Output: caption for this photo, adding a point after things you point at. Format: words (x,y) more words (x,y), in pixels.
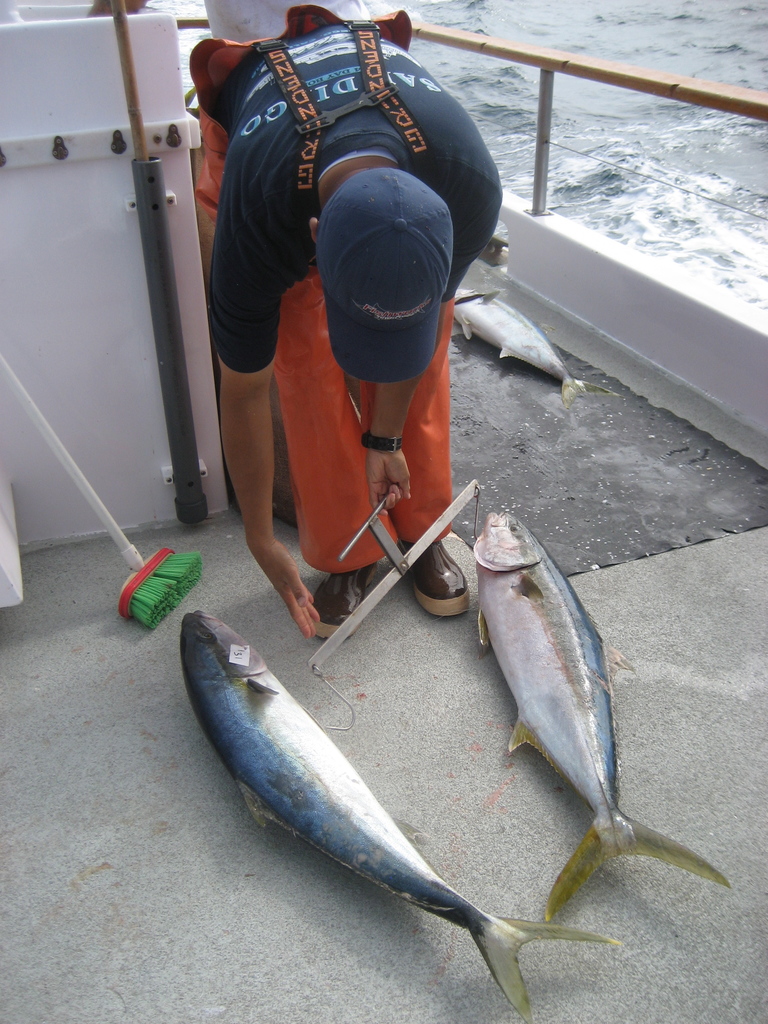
This picture shows a man (284,404) holding a metal rod (430,533) with hooks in his hand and we see few fishes (553,585) and a broom (71,464) and we see a boat (753,996) and water (669,115).
